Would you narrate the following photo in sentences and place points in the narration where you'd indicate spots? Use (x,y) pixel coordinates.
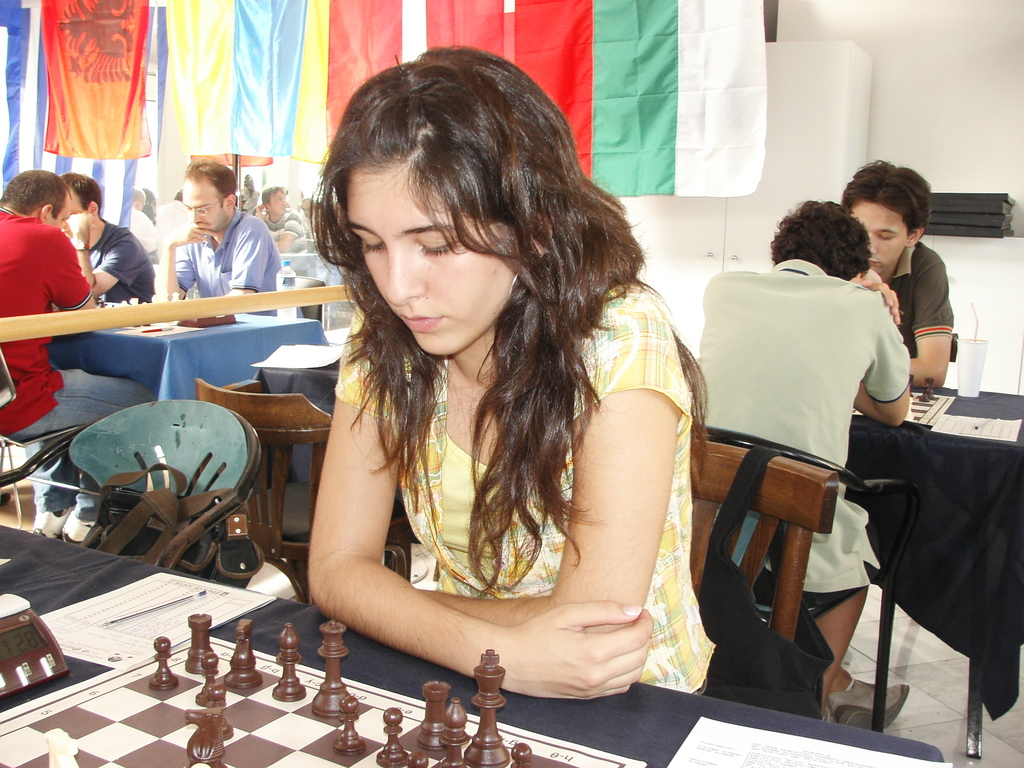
In this image we can see many people (469,358) playing the chess. We can see chess boards (255,740) on the table (295,738). There are many flags (189,80) at the top of the image (577,13). There are few chairs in the image.
